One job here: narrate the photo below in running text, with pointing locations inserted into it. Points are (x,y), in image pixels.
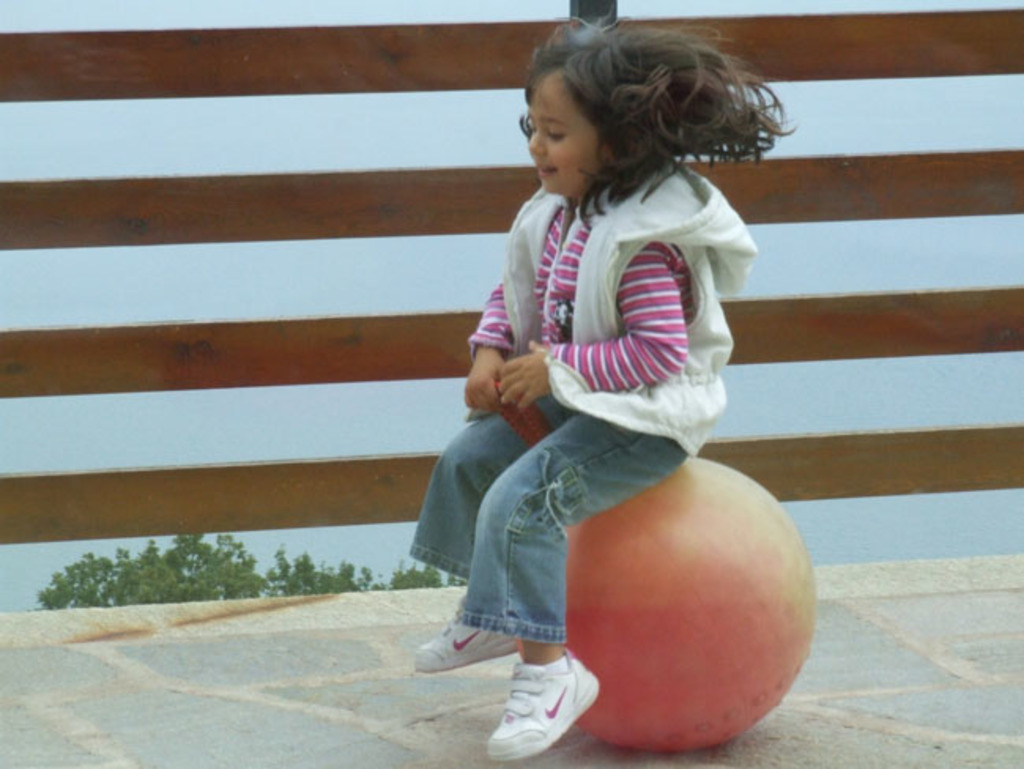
In this picture we can see a girl (541,324) is sitting on a round shaped object (600,580). Behind the girl (638,393) there is a wooden fence (330,474), tree (125,577) and the sky (303,122).
